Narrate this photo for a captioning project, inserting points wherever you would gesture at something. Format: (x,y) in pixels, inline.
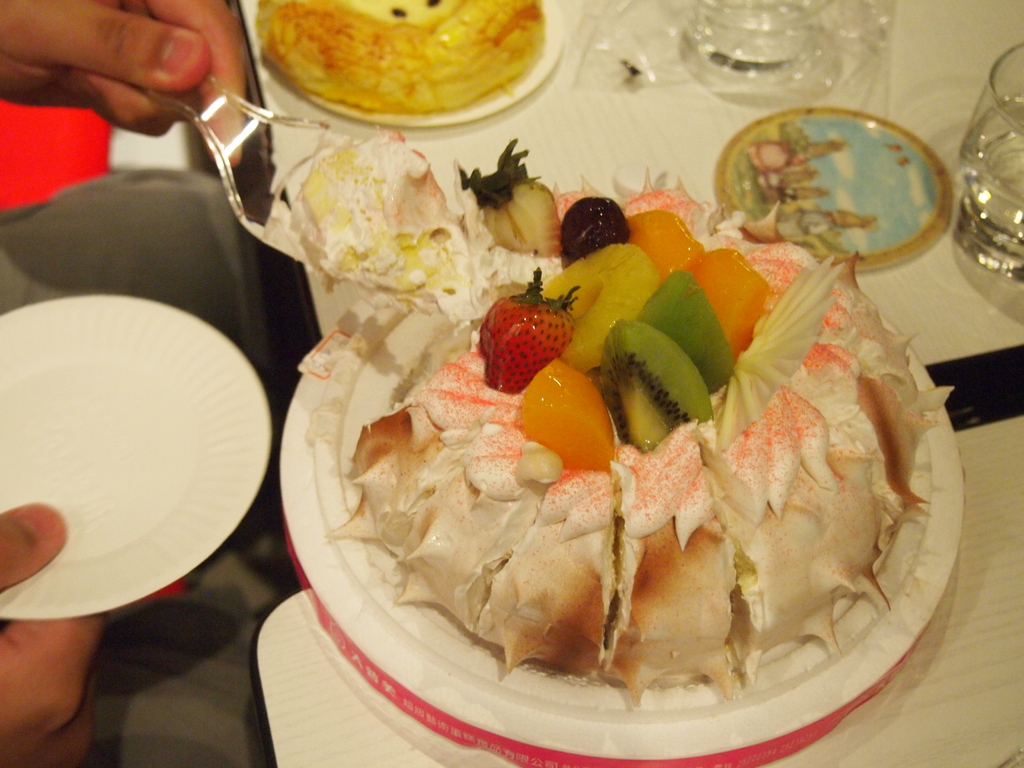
This is a zoomed in picture. On the right (691,308) there is a platter (314,400) containing a cake (692,474) with the toppings (680,350) of sliced fruits (663,334) and we can see the platter (443,116) containing some food item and a glass (979,148) of water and some other objects (738,138) are placed on the top of the table (848,763). On the left (151,113) there is a person (164,217) holding a spoon (197,107), white color plate (103,354) and sitting.
